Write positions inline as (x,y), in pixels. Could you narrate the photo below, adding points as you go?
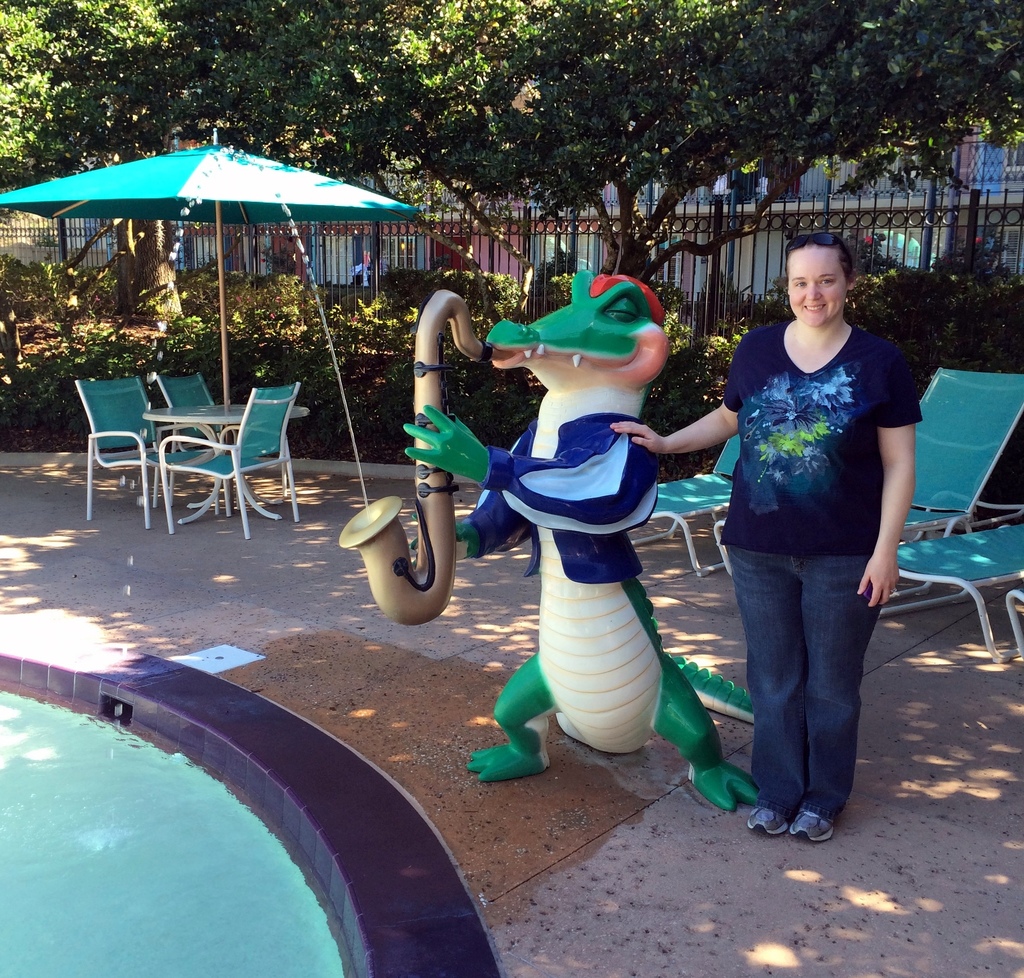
There is a woman (752,439) standing on the floor (735,679). She is smiling. This is toy (623,545). On the background (181,167) we can see some chairs (969,443) and this is umbrella (174,178). There is a fence (712,204) and these are the trees (664,96). And this is swimming pool (163,855).
